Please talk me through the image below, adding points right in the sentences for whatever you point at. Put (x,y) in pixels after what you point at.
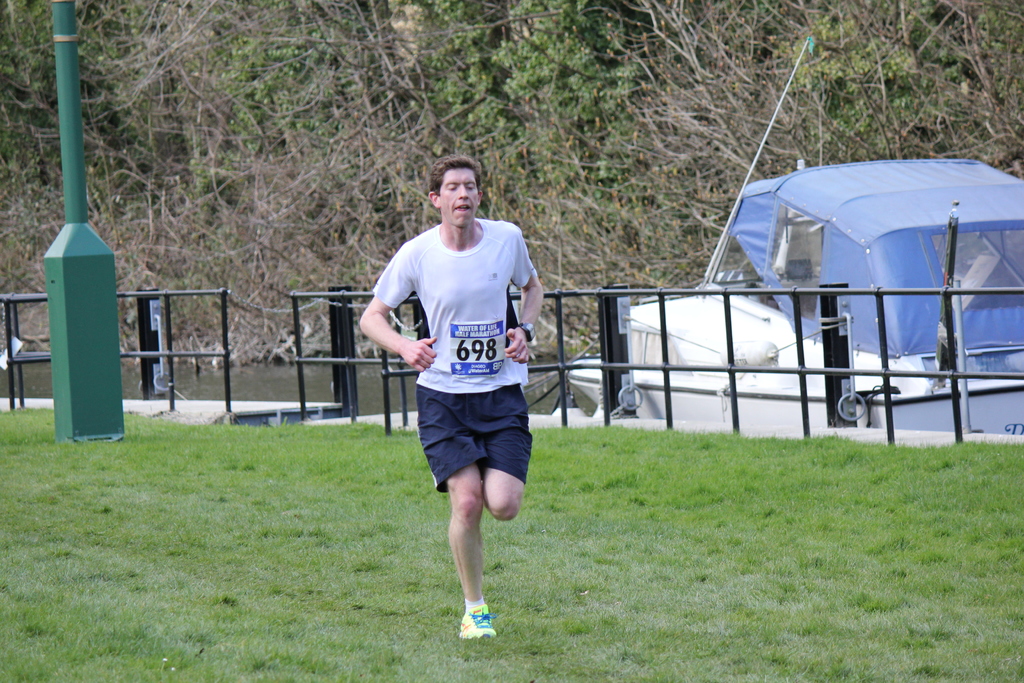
In this image, we can see a person (470,495) is running on the grass (517,591). There is a sticker (479,366) on his t-shirt (478,296). Background (395,364) we can see rod fencing (125,352), pole (114,418), a boat (906,409), water (266,393). Top of the image (772,148), there are so many trees (395,155) we can see.
